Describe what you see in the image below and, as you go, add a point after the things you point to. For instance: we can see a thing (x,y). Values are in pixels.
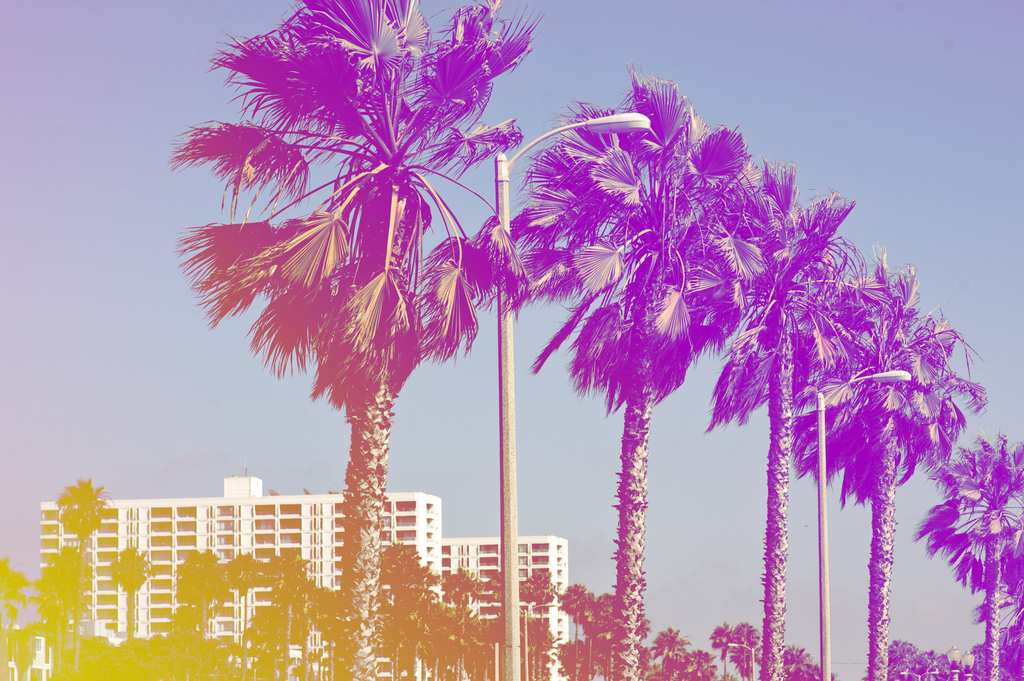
In the center of the image (381,392) we can see trees (639,470) and street light (506,359). In the background (318,487) there are buildings (168,574), trees (456,638) and sky (114,397).
